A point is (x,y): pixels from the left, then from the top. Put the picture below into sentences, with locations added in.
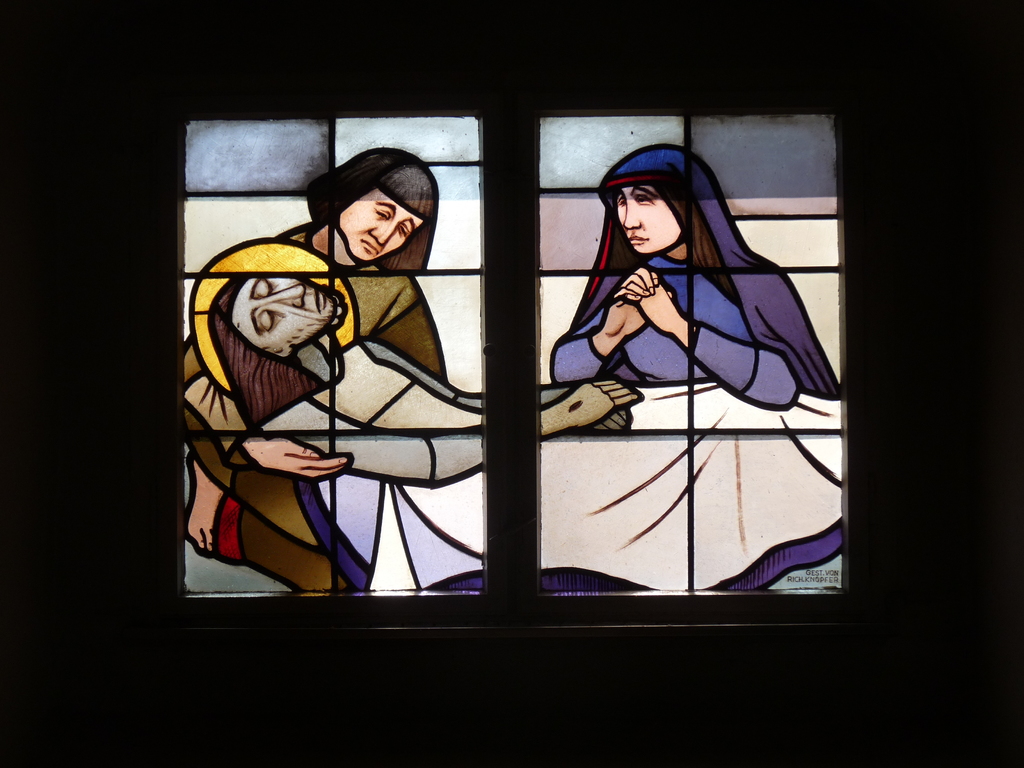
In this picture we can see the glass window (675,546) with crafted sketch painting (667,424) on the glass (671,356). In the front (656,313) we can see two women (712,289) and a man (318,370) lying on the hand (327,471).
